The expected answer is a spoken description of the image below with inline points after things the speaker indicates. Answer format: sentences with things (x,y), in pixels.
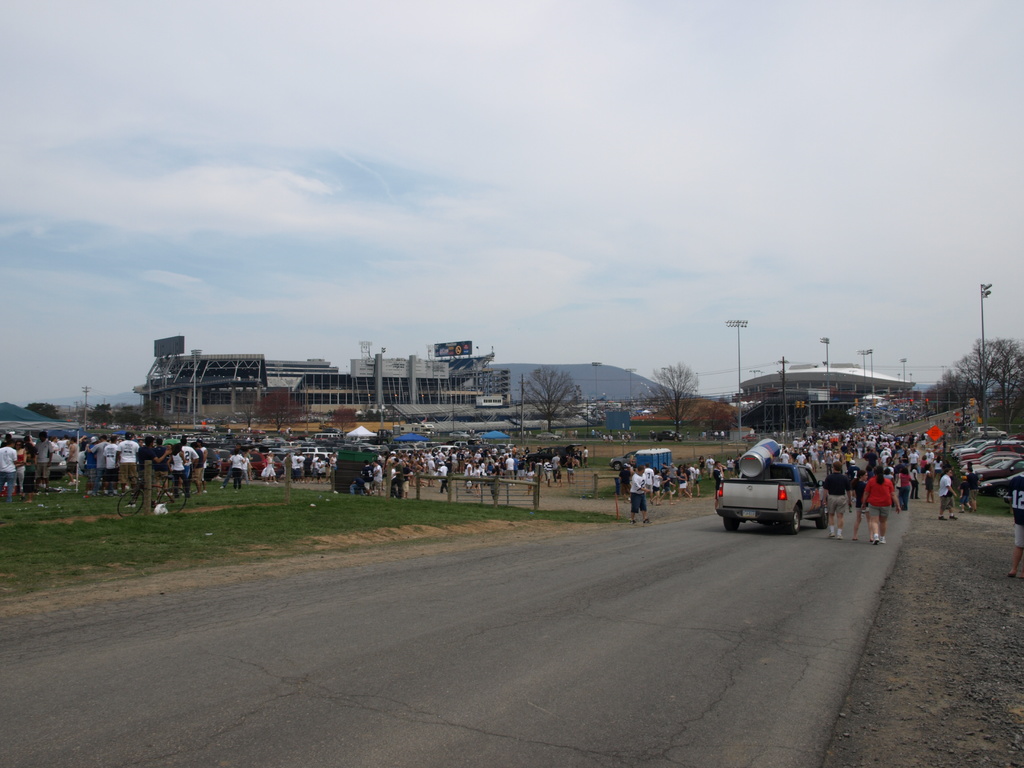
In this image we can see vehicle (736,489), persons (836,466), street lights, trees (1006,379), buildings (387,404), tents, grass (243,524), hill (563,371), sky (305,200) and clouds (545,83).
